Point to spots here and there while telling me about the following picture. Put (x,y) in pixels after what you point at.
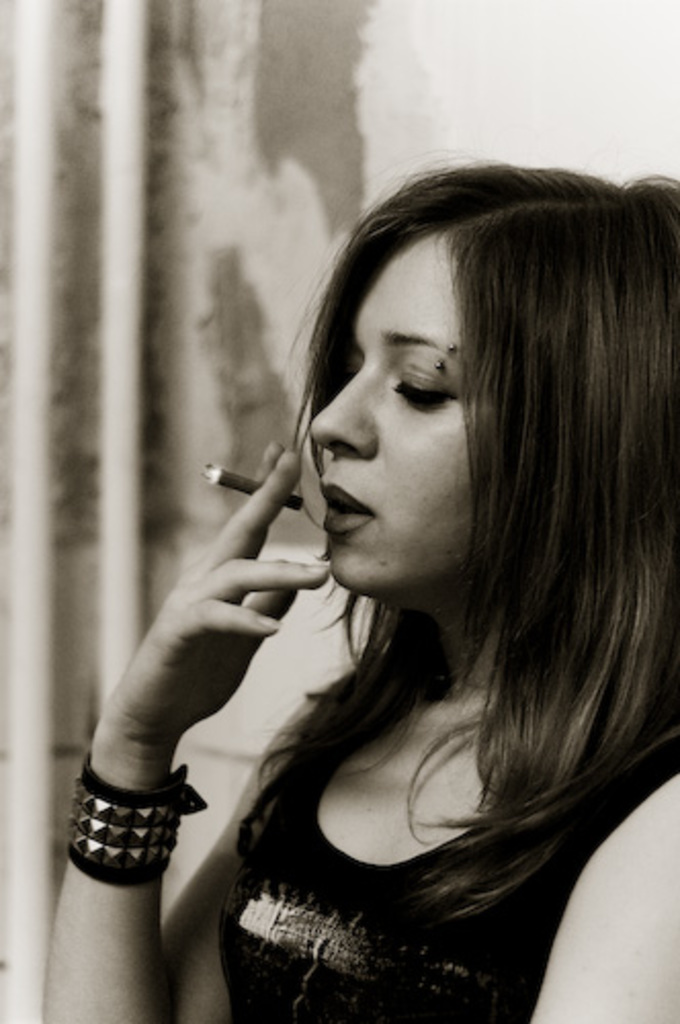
It is a black and white picture. In the center of the image (261,532) we can see one person (461,836) standing and she is holding a cigarette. In the background (245,335) there is a wall (230,286) and a few other objects (115,33).
